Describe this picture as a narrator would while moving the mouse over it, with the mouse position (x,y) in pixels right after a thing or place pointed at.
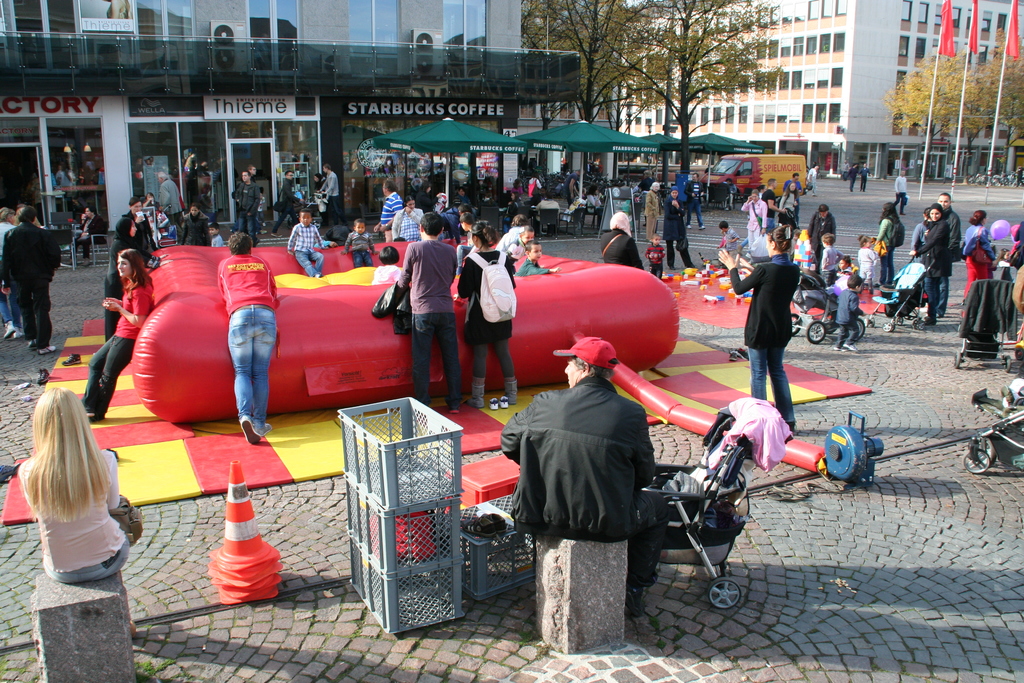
This picture describes about group of people (492,253), few are seated, few are standing and few are walking, in front of them we can see few carts (673,512), road divider cones (246,557) and few boxes (380,469), in the middle of the image (357,323) we can see an inflatable balloon (370,326), in the background (479,144) we can find few tents (721,145), buildings (472,178), trees (708,85), vehicles (712,176) and flags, and also we can see hoardings (501,103).
